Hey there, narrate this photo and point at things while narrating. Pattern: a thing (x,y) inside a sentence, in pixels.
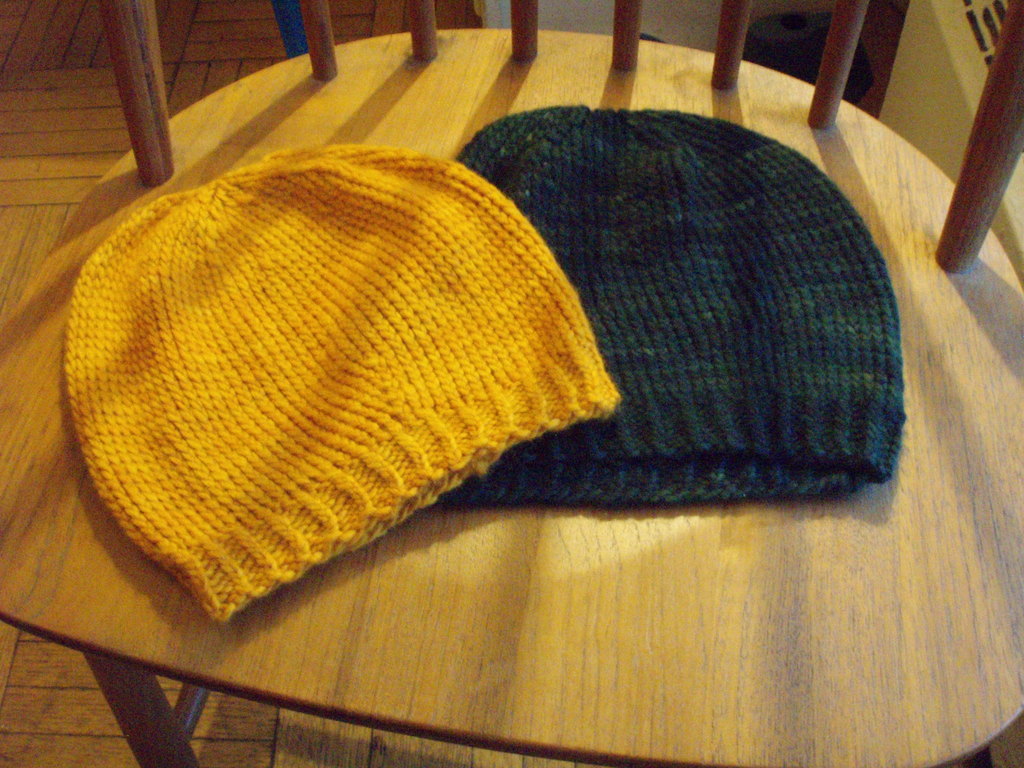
In this image we can see beanies (450,315) on the chair (179,142) which is placed on the floor (97,121).
